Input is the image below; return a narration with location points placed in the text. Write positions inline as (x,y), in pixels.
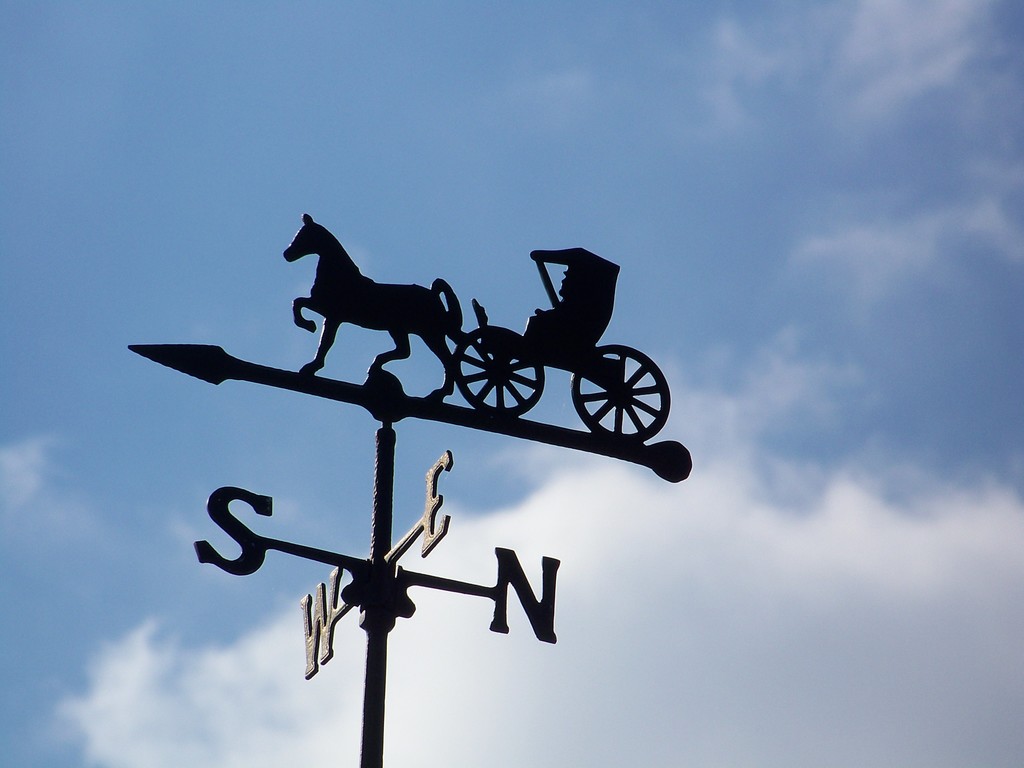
In this image, we can see a direction pole (386,535). Here we can see a horse cart (535,345) on the pole (406,401). Background (478,447) there is a cloudy sky (691,156).
